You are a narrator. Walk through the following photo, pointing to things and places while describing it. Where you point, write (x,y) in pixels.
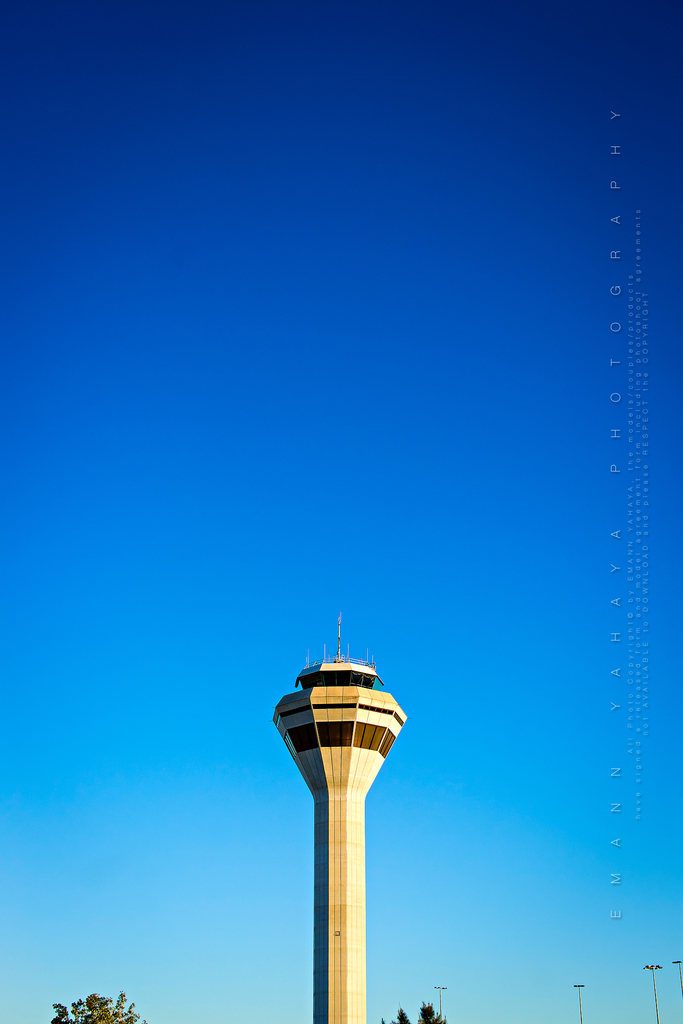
On the bottom (350,806) we can see a concrete tower (385,726) and some trees (94,996). On the bottom right corner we can see street lights (583,1017). On the top (322,274) there is a sky (246,201). On the right (617,553) we can see a watermark (632,329).
